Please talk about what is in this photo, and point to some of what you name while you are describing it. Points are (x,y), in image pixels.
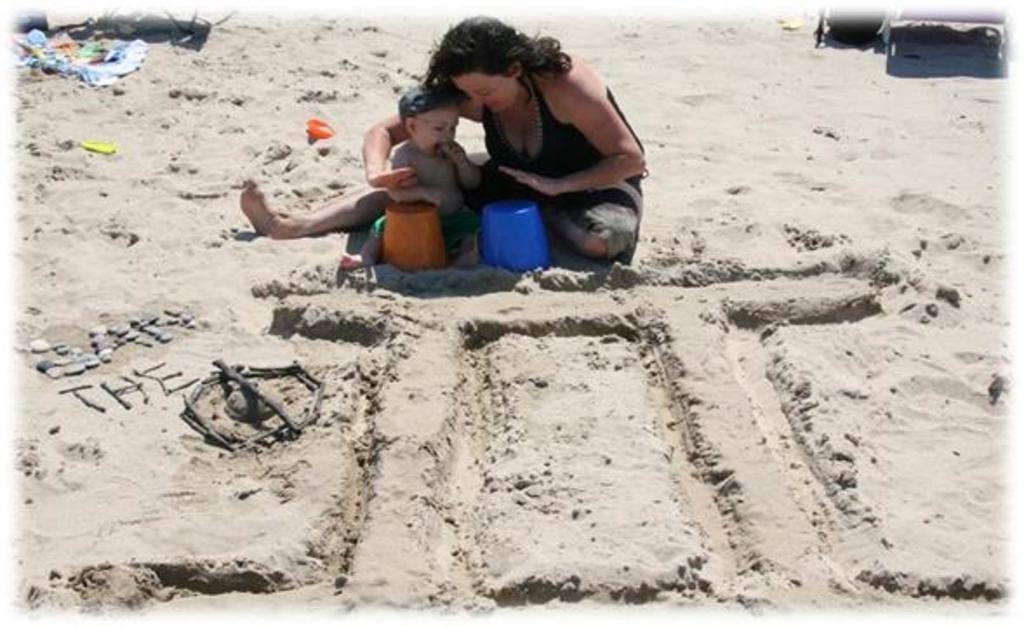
In the center of the image (596,236) we can see a lady (551,219) and a baby (457,214) sitting on the sand (598,359) and playing. There are toys (404,257) and we can see clothes (96,70).
